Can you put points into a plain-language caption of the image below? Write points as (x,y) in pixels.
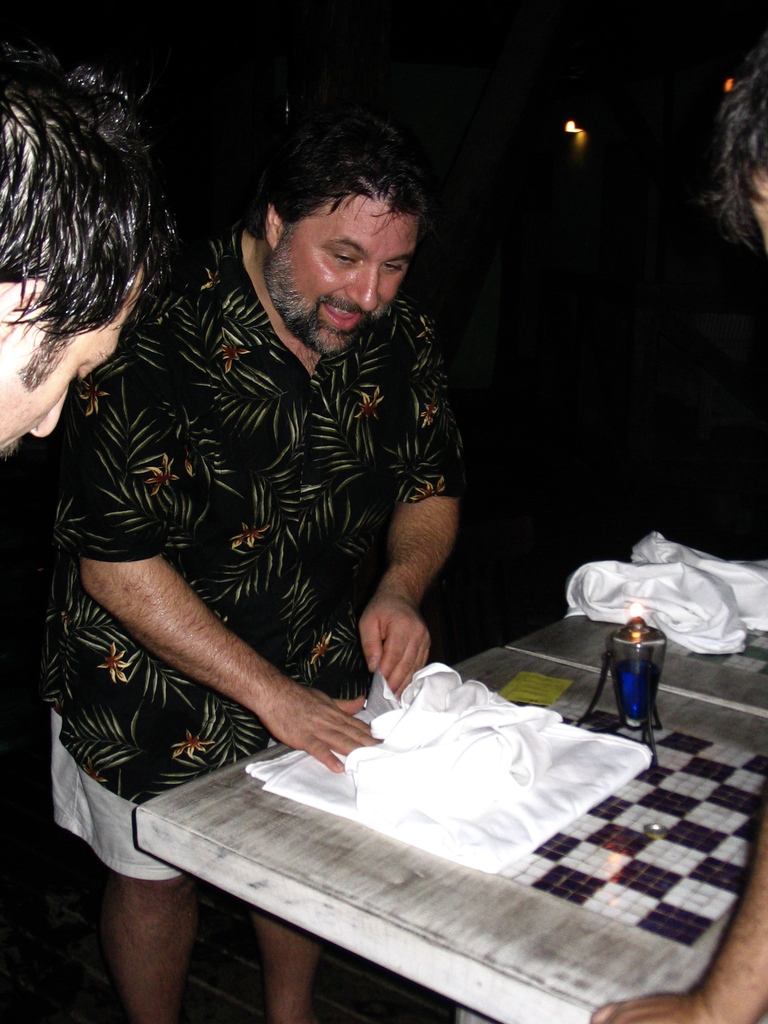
In this image we can see few people (340,480) standing near the table (388,907) and there are clothes (520,780) and few objects (634,676) on the table (242,829) and a dark background (547,389).
